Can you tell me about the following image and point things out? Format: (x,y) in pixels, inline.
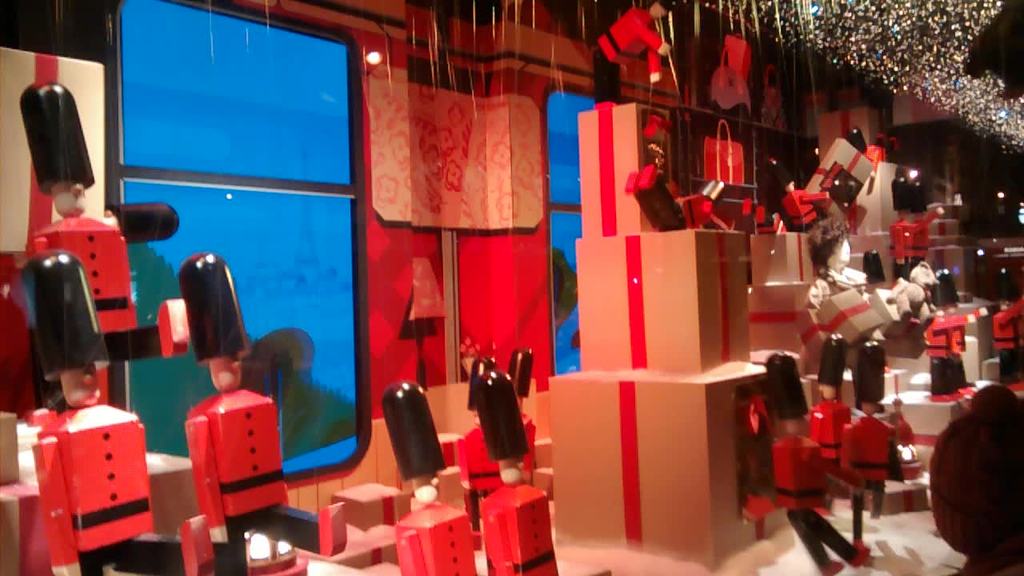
In this image I can see many toys (517,434) in black and red color. I can also see few cardboard boxes (714,385), background (274,202) I can see the wall (384,225) in red color and few glass windows (259,210).
